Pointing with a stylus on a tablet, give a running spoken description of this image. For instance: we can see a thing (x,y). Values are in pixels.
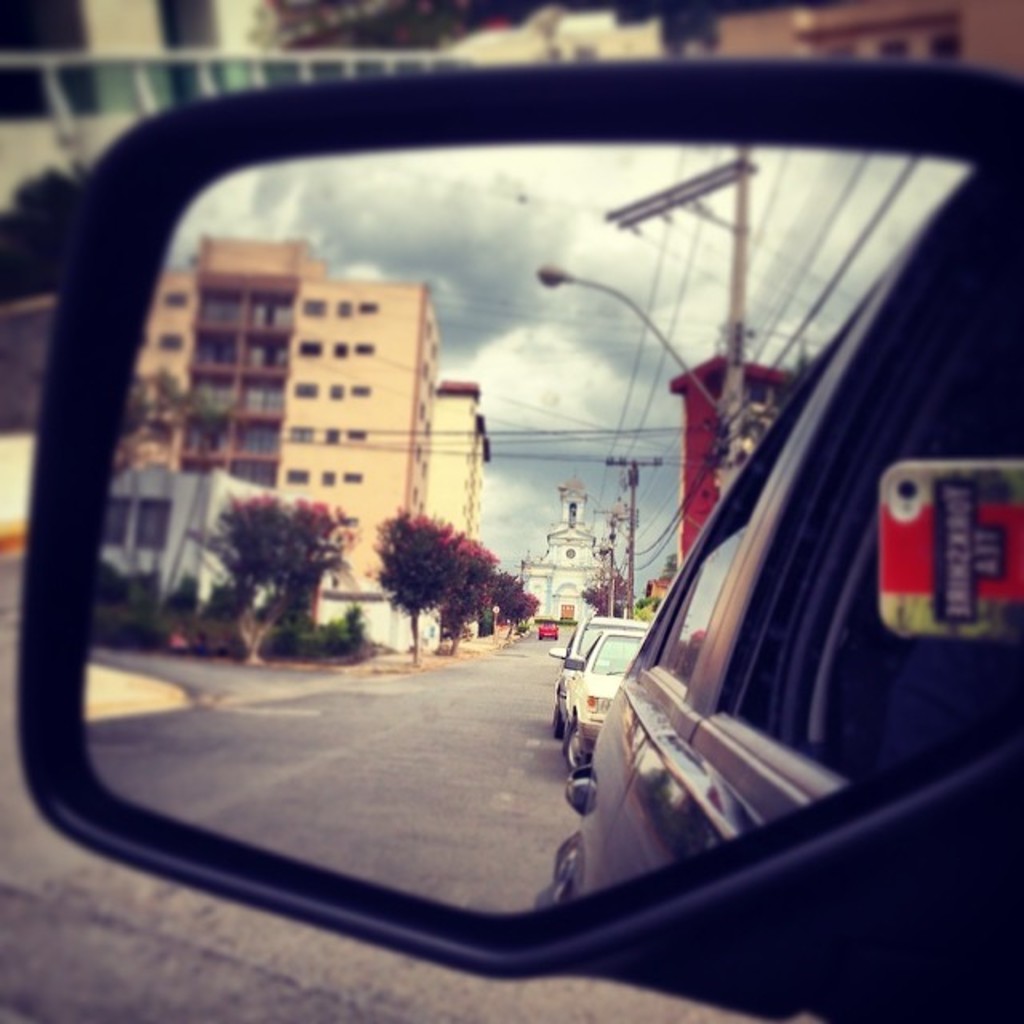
Here we can see vehicles (780,558) on the road (501,754). This is mirror (315,674). In the mirror (609,469) we can see buildings (380,317), trees (348,534), plants (314,639), poles (742,212), wires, light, and sky (509,201) with clouds (533,298).
